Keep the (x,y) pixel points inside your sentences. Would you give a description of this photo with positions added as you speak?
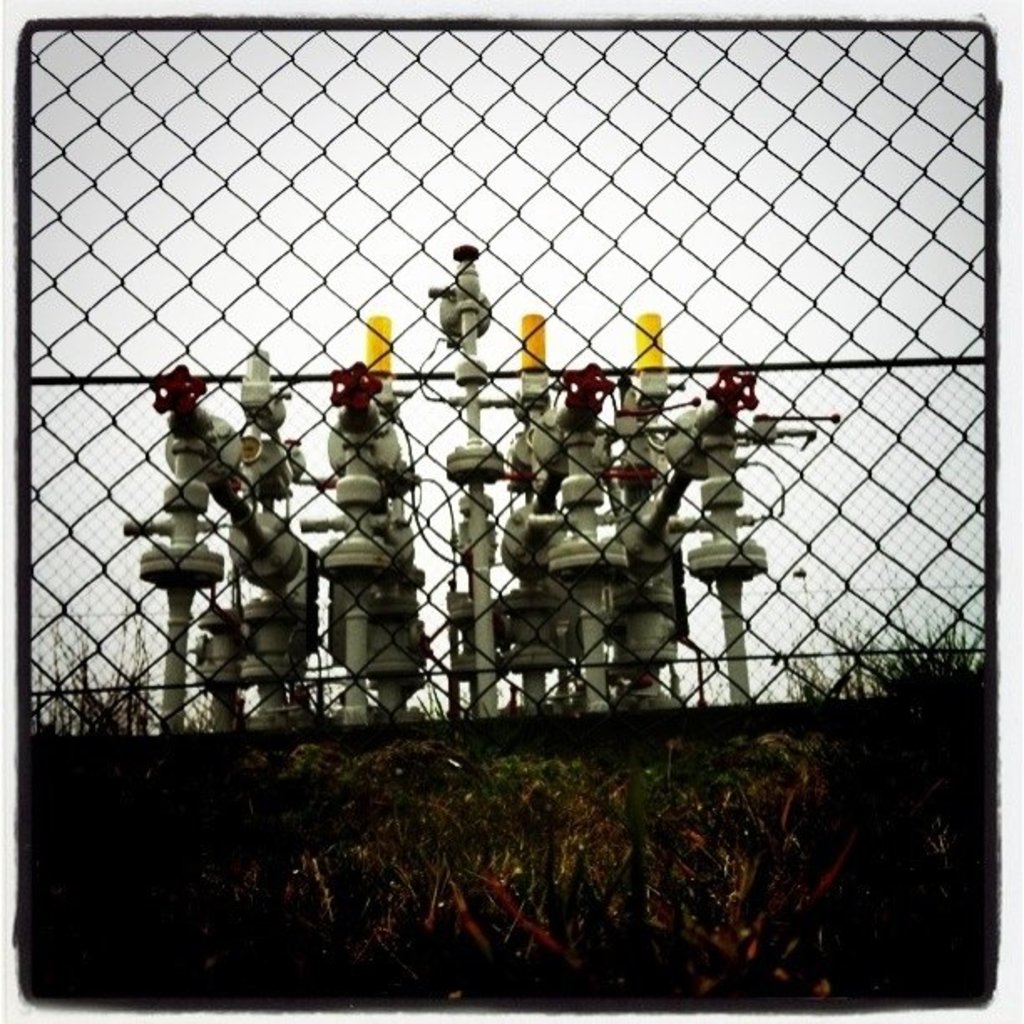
In this picture we can see the wire fence (494,518). Behind the wire fence (269,499), those are looking like gas pipelines (394,493) and grass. Behind the gas pipelines (506,475) there is the sky (439,520).
